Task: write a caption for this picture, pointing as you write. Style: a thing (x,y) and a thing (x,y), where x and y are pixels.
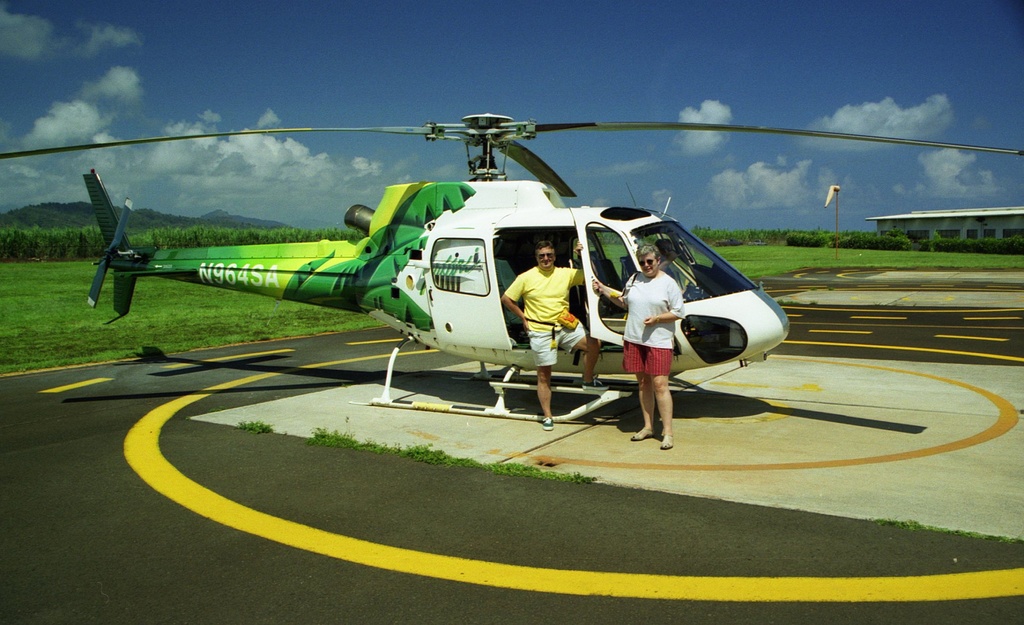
In this image we can see two persons (552,332) and a helicopter (564,391) on the road (670,492). Here we can see grass (323,328), plants (68,251), pole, and a shed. In the background (667,143) there is sky (848,150) with clouds (362,157).
